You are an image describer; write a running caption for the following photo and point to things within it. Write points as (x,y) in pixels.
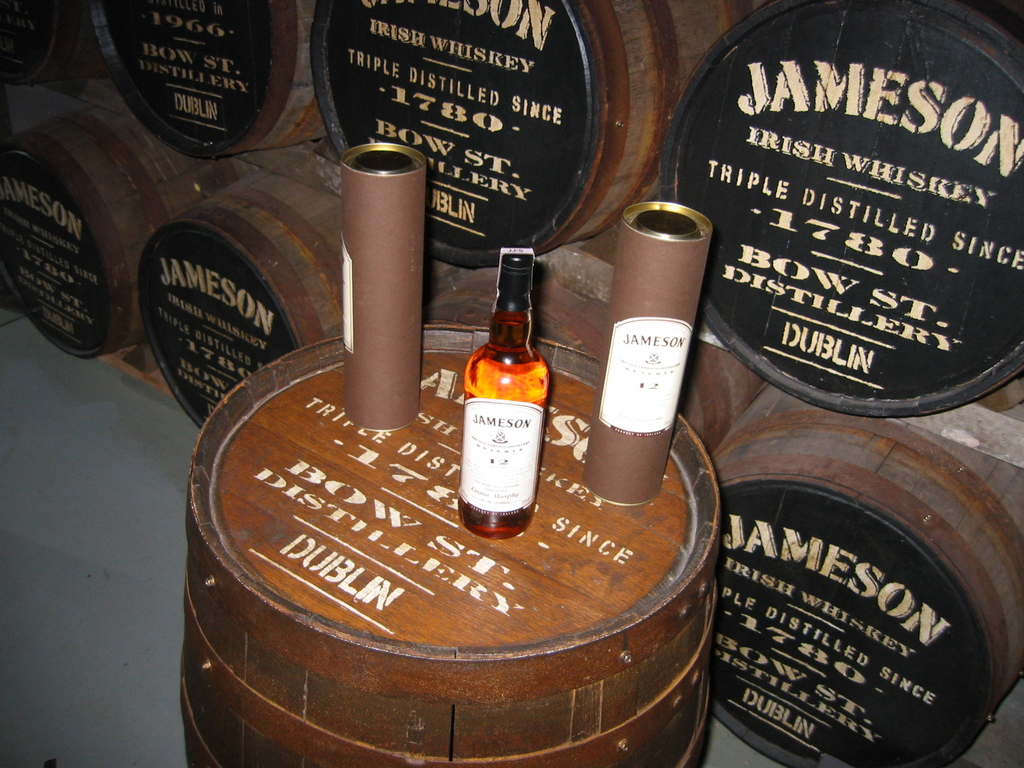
In this image i can see a wooden table (333,484), on the table (333,484) there is a bottle (523,397), on the bottle (495,443) there is some text (489,451) written on the bottle (470,455). and there are group of drums (571,61) kept beside the drum (254,503).
